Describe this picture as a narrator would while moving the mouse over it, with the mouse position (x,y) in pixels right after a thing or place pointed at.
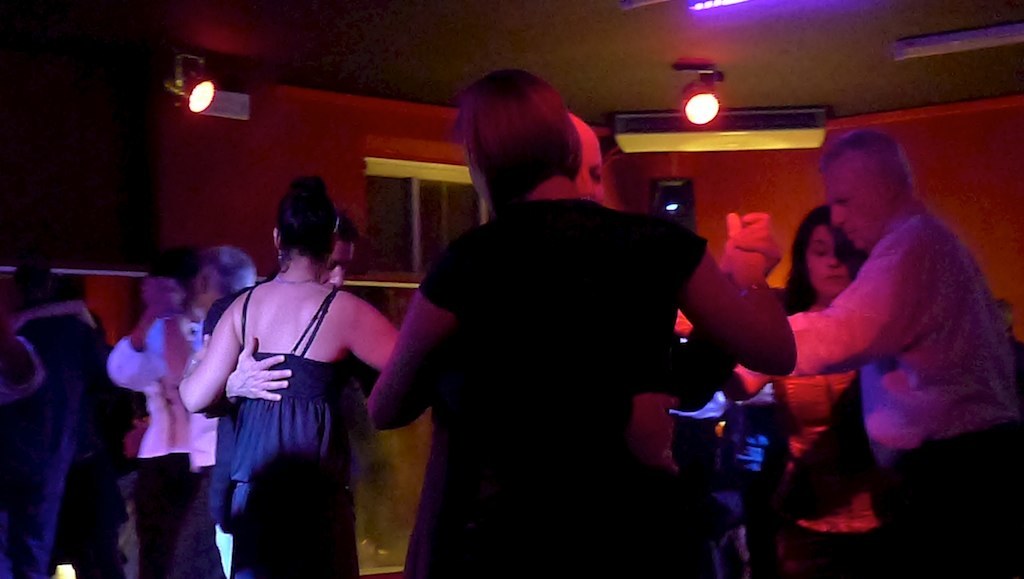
There are persons (202,284) in different color dresses (514,434) dancing on the floor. Above them, there are lights (728,3) attached to the roof (226,54). In the background (199,150), there is a wall (944,120).
